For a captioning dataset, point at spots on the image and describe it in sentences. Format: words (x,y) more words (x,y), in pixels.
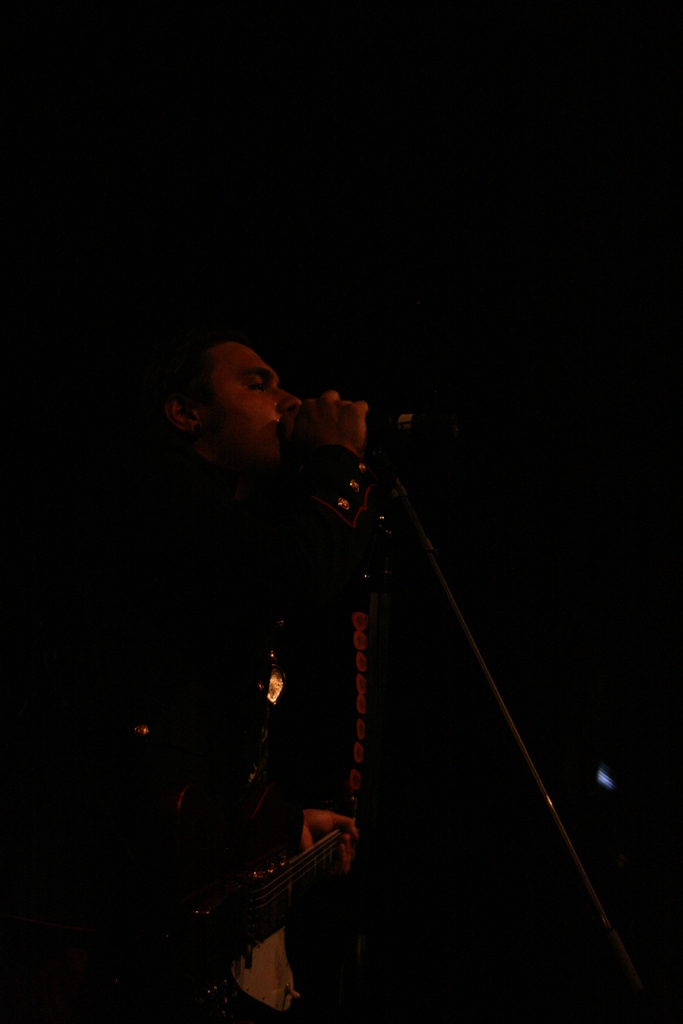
There is a person (178,729) holding a guitar (318,843) in his hand (305,820) and singing in front of a mic (464,619).
